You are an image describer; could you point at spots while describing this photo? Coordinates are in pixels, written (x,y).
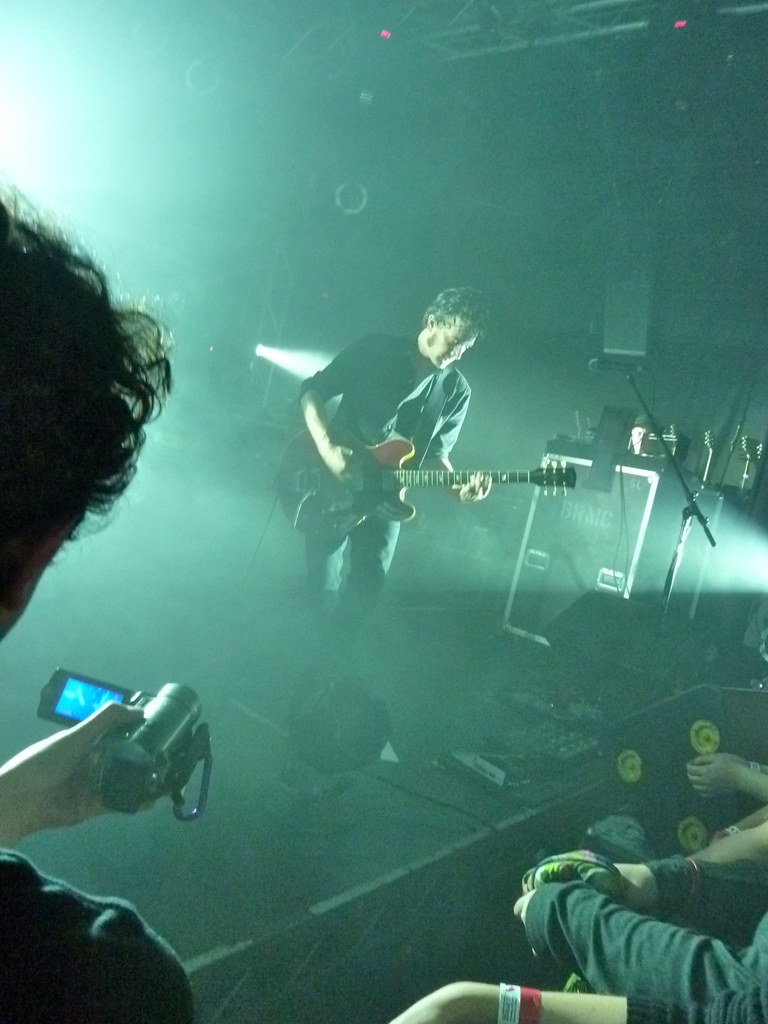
In this image, we can see person (375,388) on the stage (466,846). This person (408,403) is wearing clothes (405,423) and playing a guitar (355,501) with his hands (472,479). There is an another person (24,501) on the left side of the image (68,782) holding a camera (170,743) with his hand (86,736). There are person hands (547,997) in the bottom right of the image (547,1008). There is a mic (616,369) on the right side of the image (626,369).
